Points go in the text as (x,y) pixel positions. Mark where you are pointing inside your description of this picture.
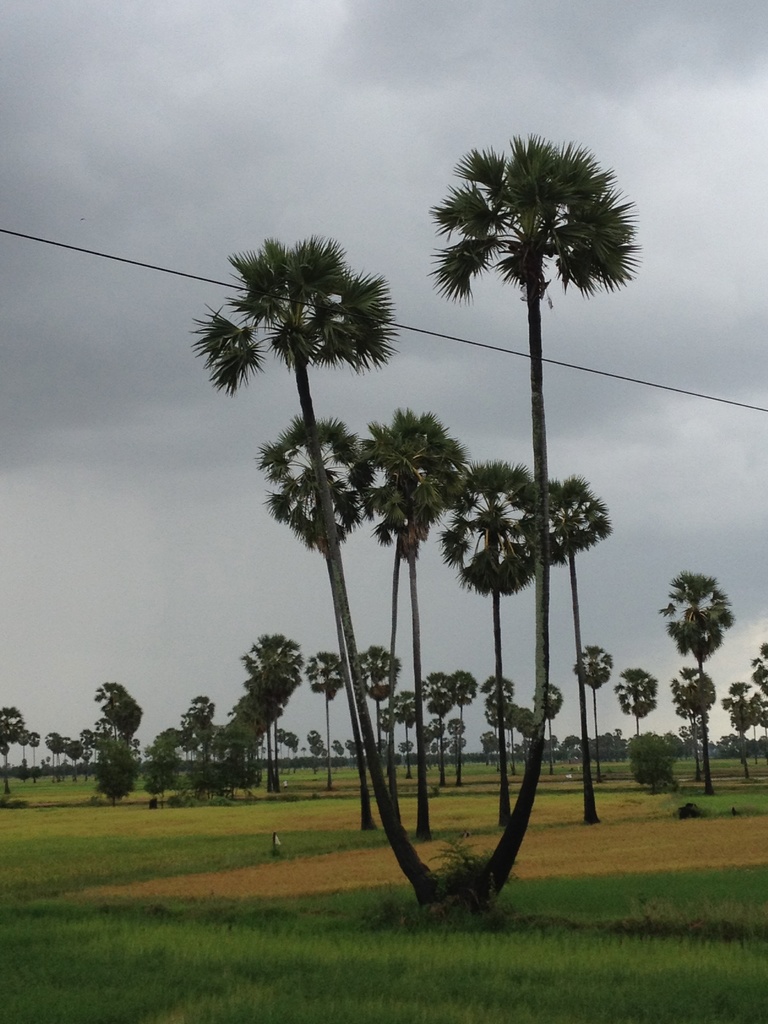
In this image there is a farm (239,895) at the bottom (376,949). In the middle (394,638) there are tall palm trees (513,491). At the top (295,303) there is a wire (475,345). In the background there are so many fields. At the top (235,123) there is the sky (229,117).
